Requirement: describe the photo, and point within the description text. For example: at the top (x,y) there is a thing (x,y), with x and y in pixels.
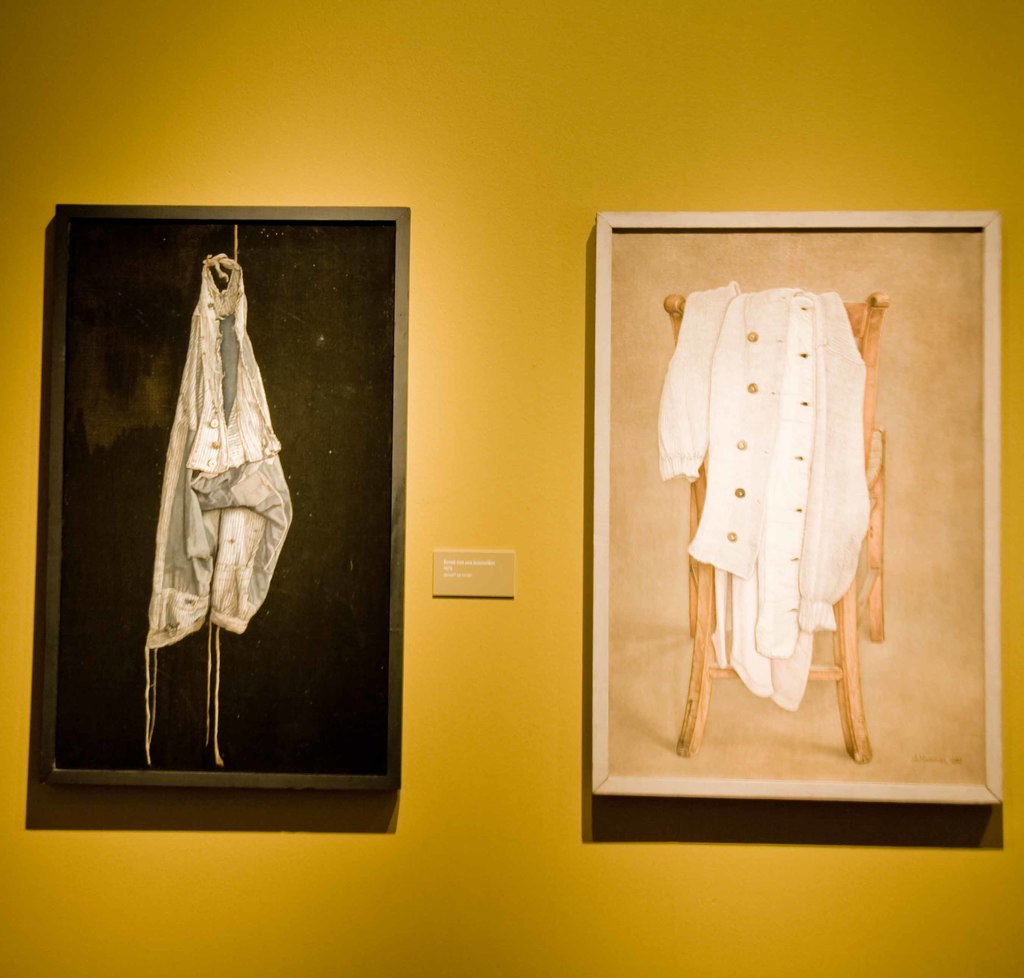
In this image I can see the frames (397,551) to the wall (438,545). I can see these frames (301,722) are in black and cream color. And the wall (452,126) is in yellow color.
